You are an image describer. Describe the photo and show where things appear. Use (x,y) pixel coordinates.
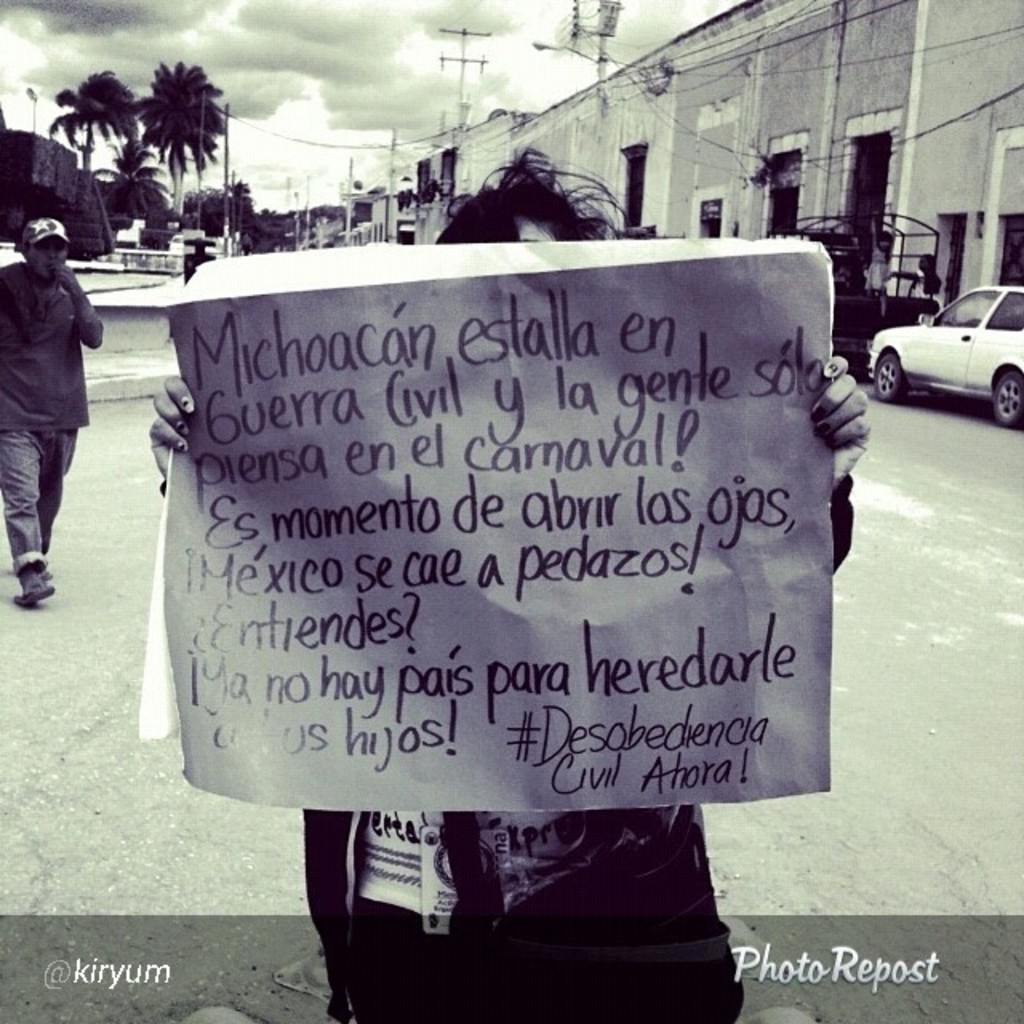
In this picture we can see a person (601,894) is holding a chart (562,652) in the front (572,604), we can see some text (610,476) on the chart (367,554), on the left side (60,426) there is a person (43,415) walking, in the background (693,163) we can see buildings (723,124), trees (145,153) and poles (390,155), on the right side (956,352) there is a vehicle (976,354), we can see the sky (399,87) and clouds (366,67) at the top of the picture (396,39), at the bottom (921,965) there is some text (93,977).
